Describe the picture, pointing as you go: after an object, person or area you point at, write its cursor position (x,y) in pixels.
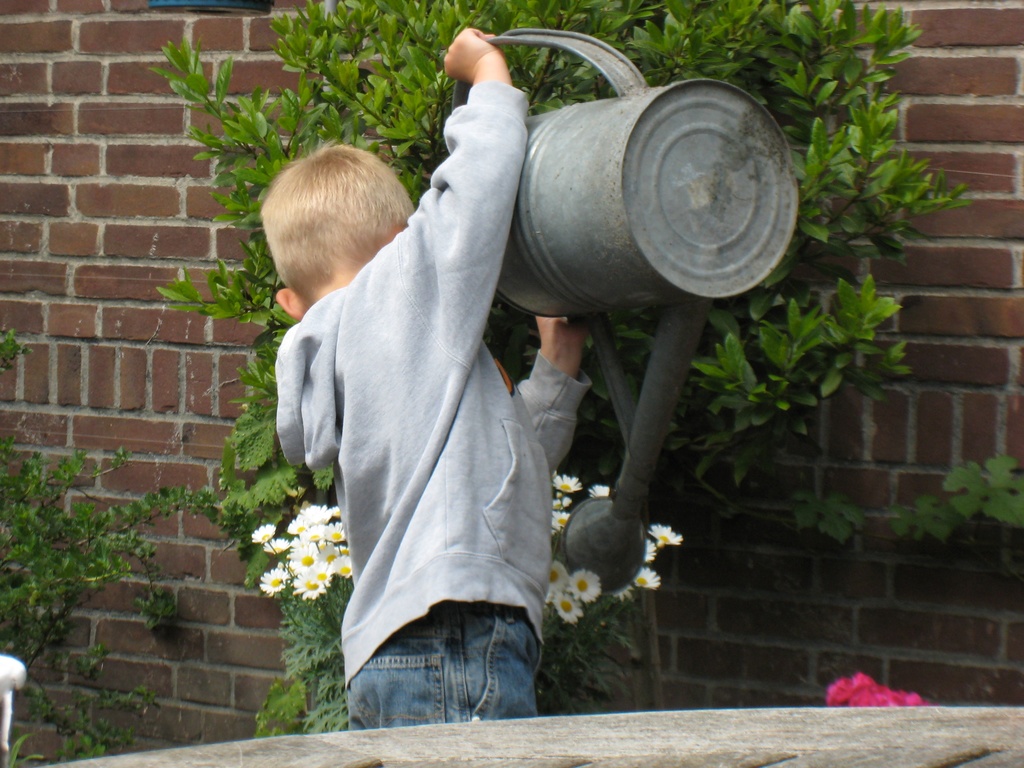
In this image we can see a boy (355,435) holding a water can (662,252) and watering the plants (638,7) with flower (310,543) and wall (206,72) in the background (197,266).
